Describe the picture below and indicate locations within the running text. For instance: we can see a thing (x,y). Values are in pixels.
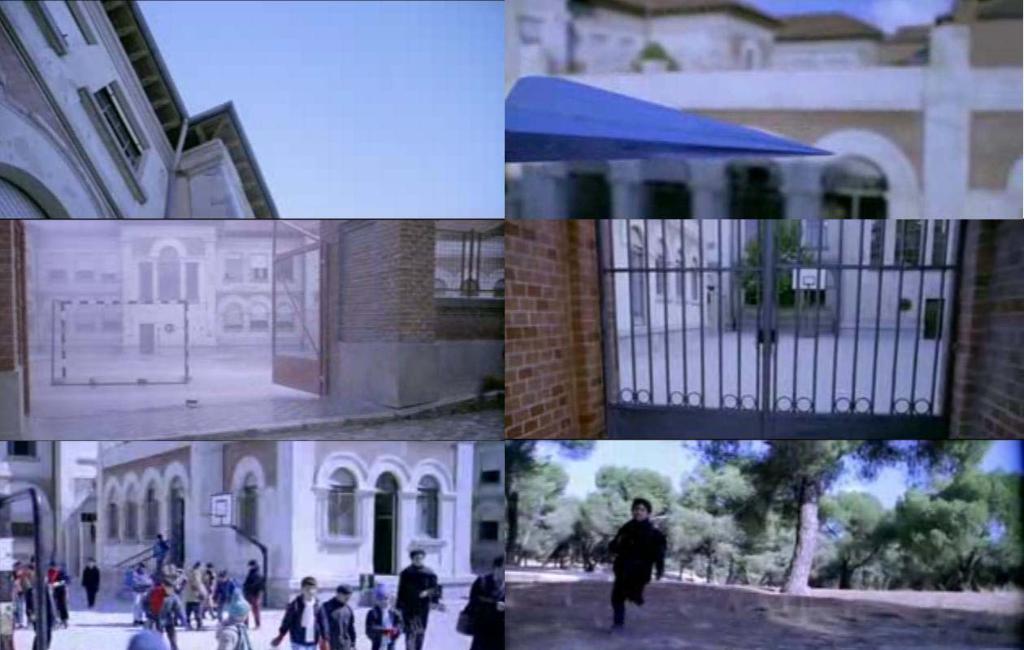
This image looks like an edited photo in which I can see a crowd (344,635) on the road (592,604), trees (765,538), fence (469,290), buildings (362,231) and the sky (473,176).
